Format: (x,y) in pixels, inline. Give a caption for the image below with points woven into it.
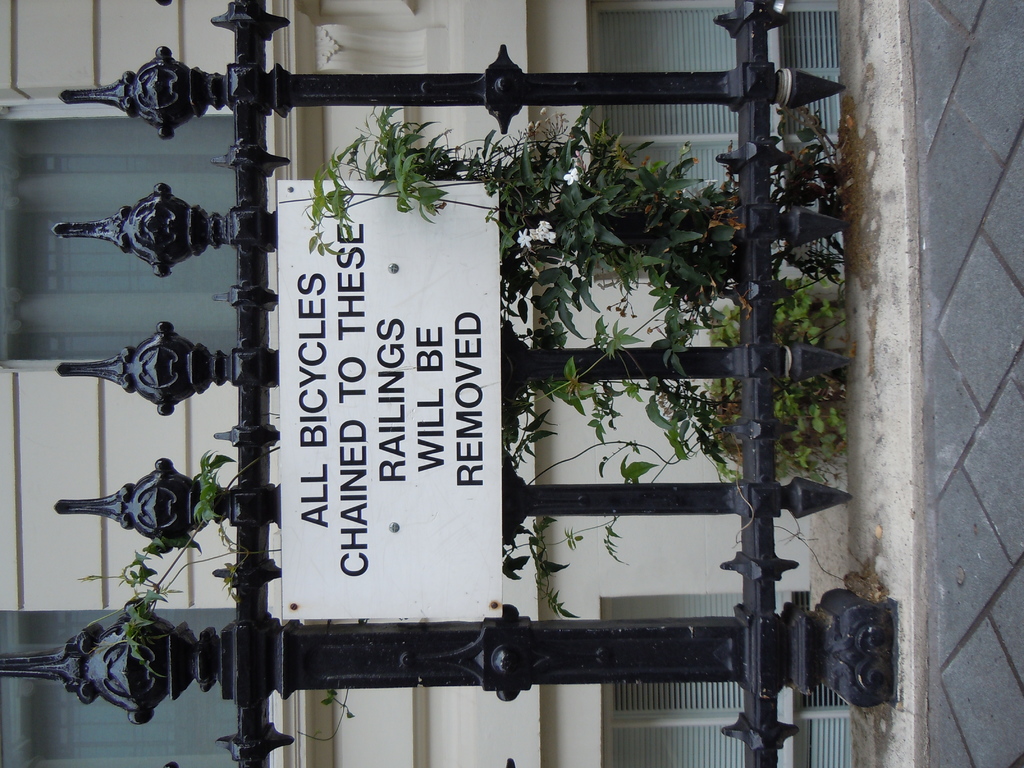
In this image in the center (512,450) there is one building (594,611) and some plants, and also in the foreground (243,170) there is one fence (267,604) and one board (397,305) is attached to the fence (300,640). On the right side (935,420) there is a walkway (963,647).
